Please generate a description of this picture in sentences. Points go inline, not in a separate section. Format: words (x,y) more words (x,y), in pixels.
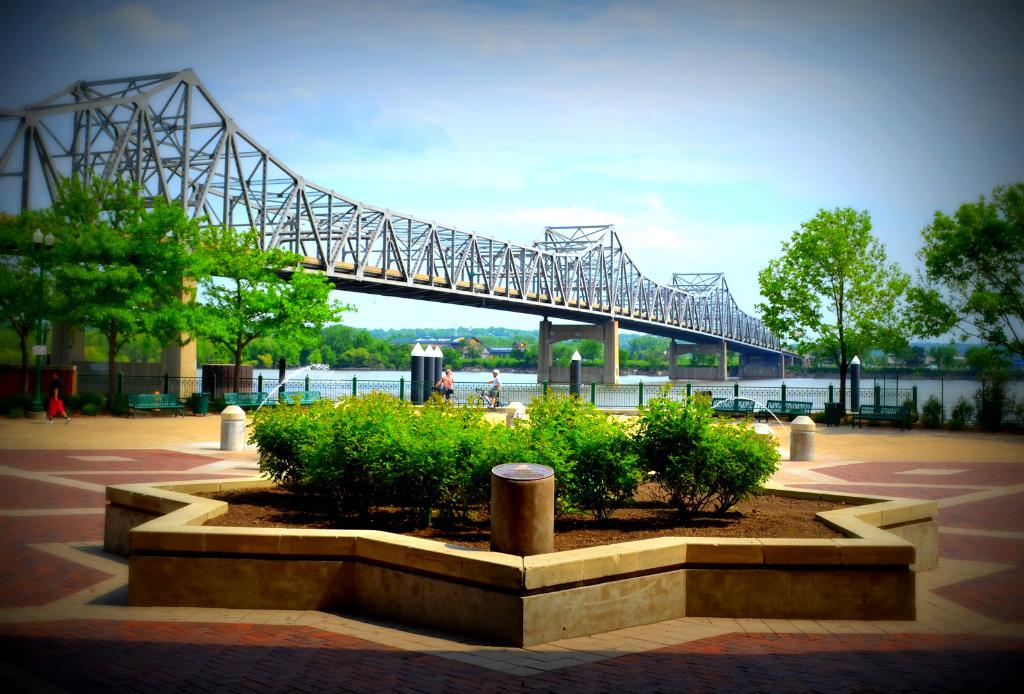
In this image, we can see the bridge (78,171) and there is a floor (137,478) and we can see some plants (402,460) and trees (66,289), we can see the fence (776,398) and there is water (465,379), at the top (506,31) there is a sky (426,31).
